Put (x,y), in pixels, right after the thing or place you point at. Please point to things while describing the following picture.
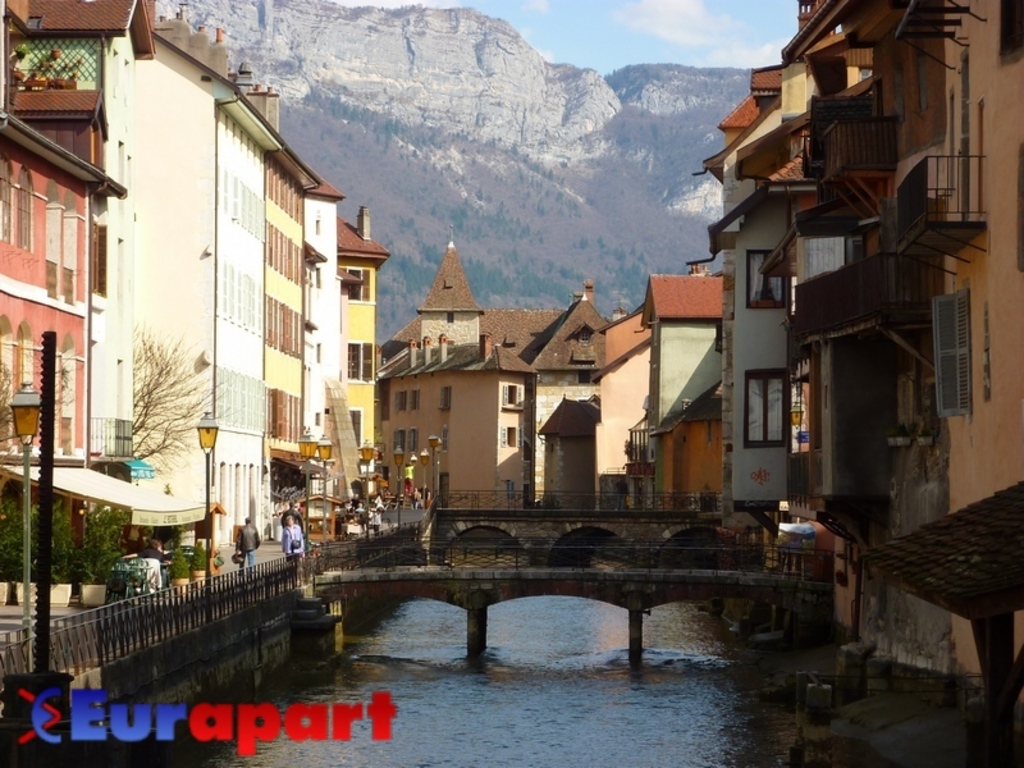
In this image, we can see a bridge (636,542) and in the background (363,296), there are trees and buildings (686,343). At the top (341,138), there is a mountain (598,154) and at the bottom (623,705), there is water (590,699) and we can see some people (283,506) walking on the road (273,545).
